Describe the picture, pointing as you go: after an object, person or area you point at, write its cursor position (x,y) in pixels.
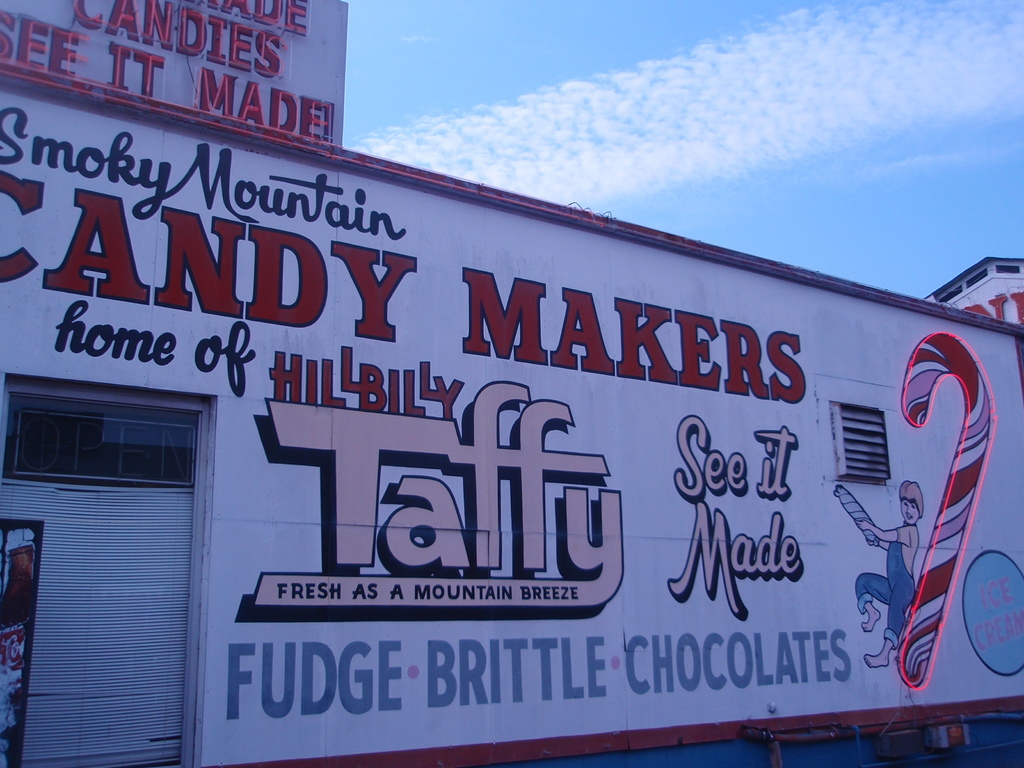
In the foreground of the picture (181,258) there is a wall (699,479), on the wall (448,347) there is text (567,549). On the left (116,546) there is a door (86,519). Sky (543,93) is sunny.
